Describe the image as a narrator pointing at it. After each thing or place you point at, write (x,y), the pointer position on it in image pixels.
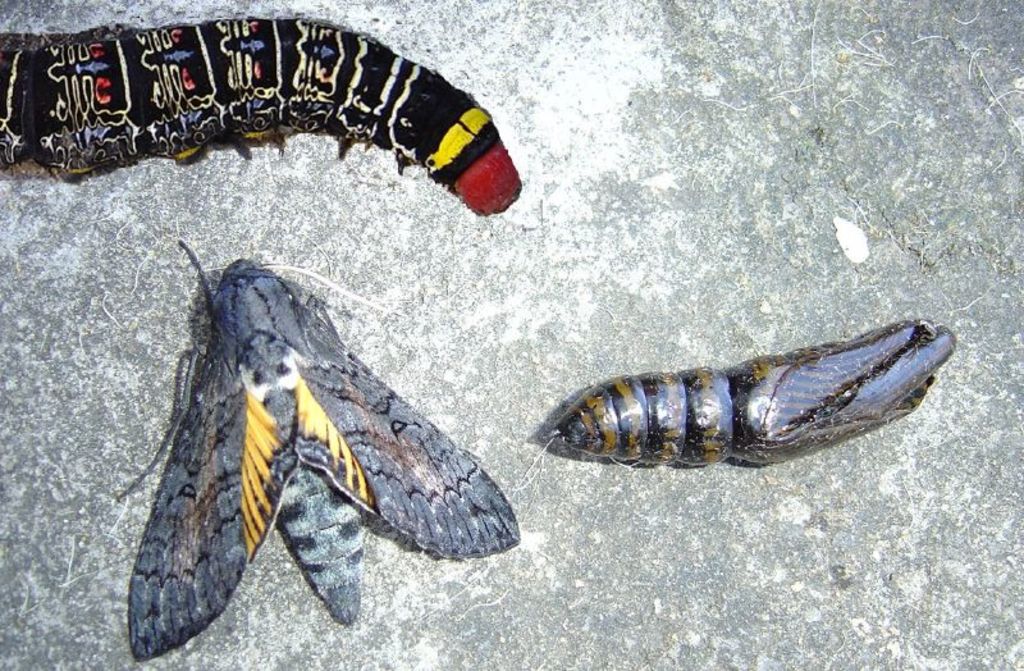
In this picture there are different types of insects (476,502). At the bottom (31,476) it seems like rock (587,284).
